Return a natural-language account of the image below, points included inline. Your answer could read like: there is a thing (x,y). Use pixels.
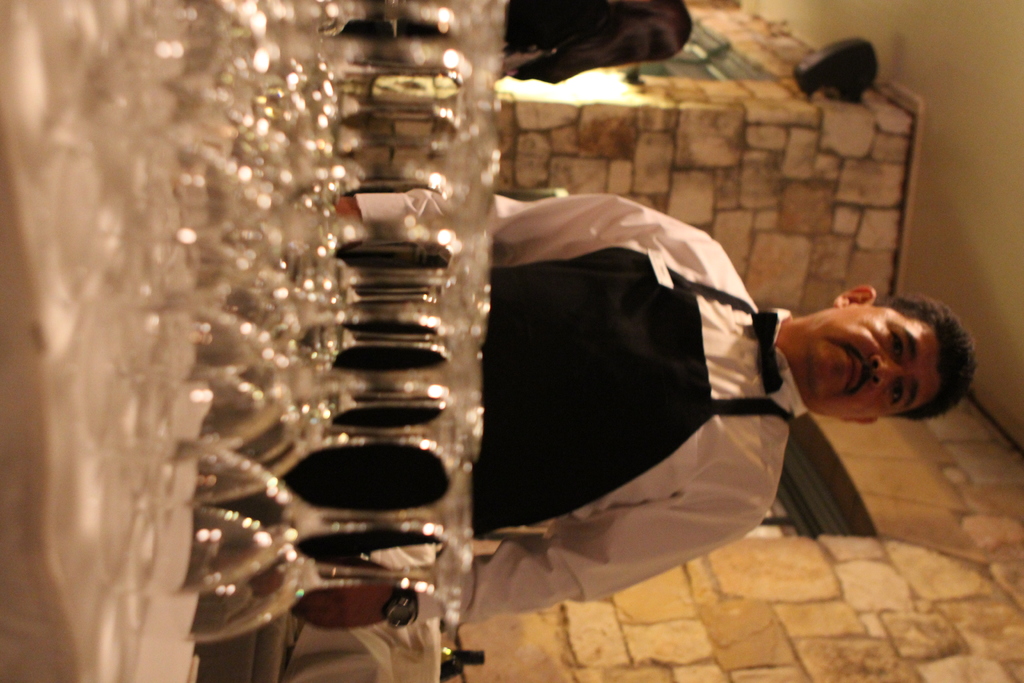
In this image I see number of glasses (336,233) and I see a man (696,302) over here who is wearing white and black dress (634,365) and I see the wall (789,284) and the ceiling (939,157).
